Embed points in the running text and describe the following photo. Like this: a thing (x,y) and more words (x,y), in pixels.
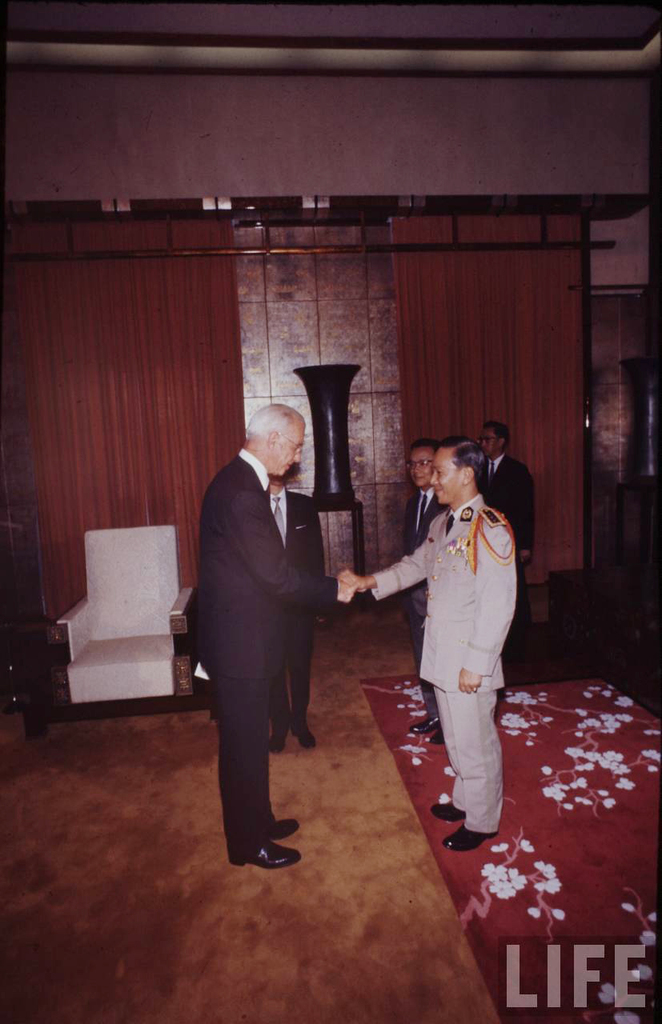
There are two persons (387,587) standing and hand (356,590) shaking. This is a carpet (564,858) on the floor (421,945). Here is an empty chair (105,618) which is white in color. At background (314,372) I can see an object (341,440) placed on the table (345,500).
